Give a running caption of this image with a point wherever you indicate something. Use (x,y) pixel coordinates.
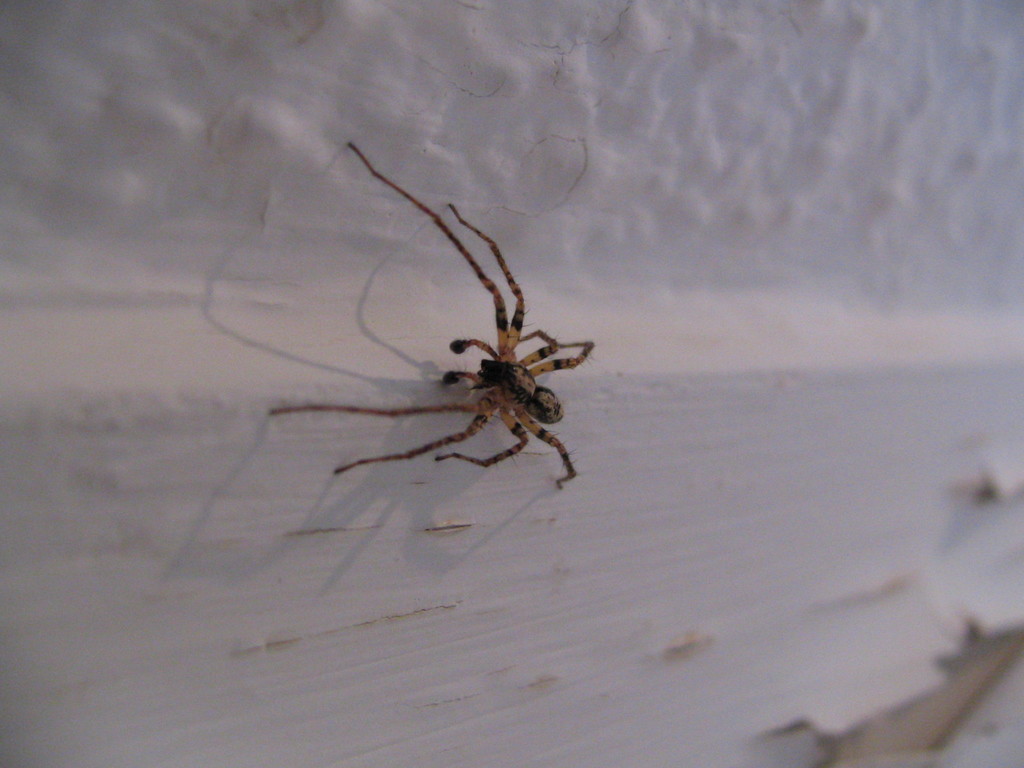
In this image we can see a spider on the wall (627,452).
